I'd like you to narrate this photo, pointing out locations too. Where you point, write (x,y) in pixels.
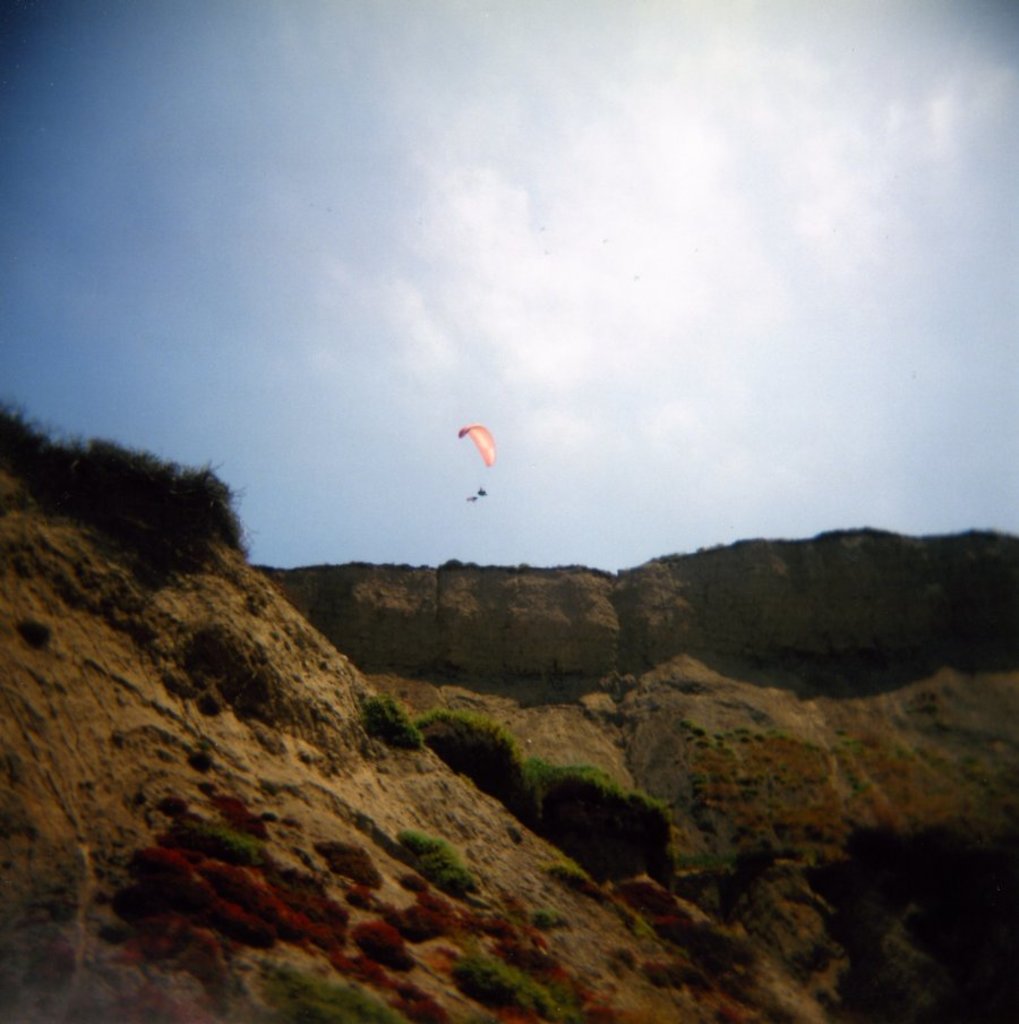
In the center of the image (463,428) we can see a parachute (483,426). At the bottom (105,685) there are rocks (406,659). In the background (68,313) there is sky (439,257).
